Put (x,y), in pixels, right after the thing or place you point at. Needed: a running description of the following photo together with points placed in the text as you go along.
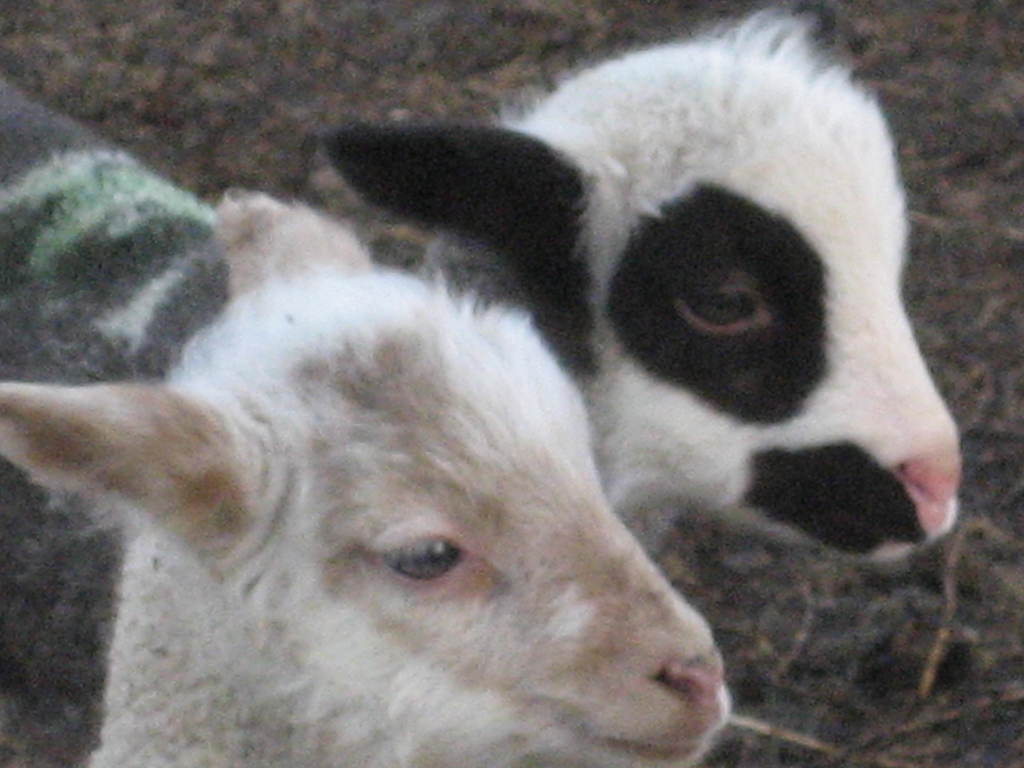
In this image we can see two sheep (345,431) on the ground (688,538).
